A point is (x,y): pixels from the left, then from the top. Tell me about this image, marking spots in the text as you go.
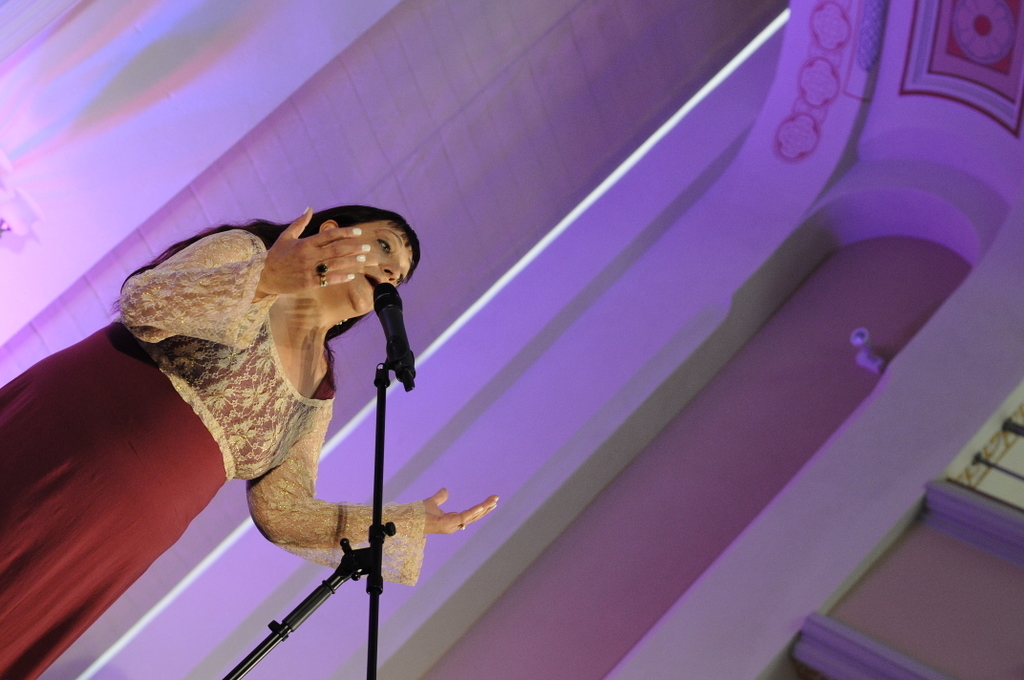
In this picture we can see a woman (262,525) is standing and speaking something, there is a microphone (392,338) in front of her, in the background (481,118) there is a wall (557,171).
